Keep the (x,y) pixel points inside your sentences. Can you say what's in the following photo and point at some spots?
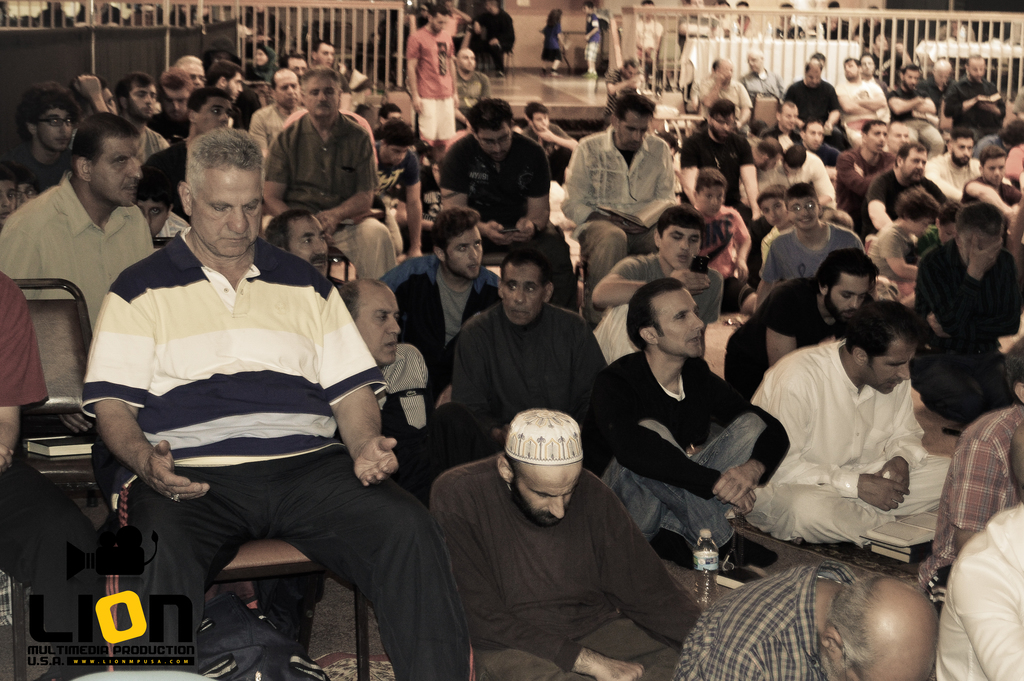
In this image few persons (688,556) are sitting on the floor (717,590) having bottle (711,577) and books (892,528) on it. Few persons (495,260) are sitting on the chairs (250,576). A person (529,531) wearing a cap (551,447) is sitting beside the bottle (705,597). There is a person (426,92) standing. Behind there is a fence (689,44). Few persons (915,77) are sitting behind the fence (311,32).
